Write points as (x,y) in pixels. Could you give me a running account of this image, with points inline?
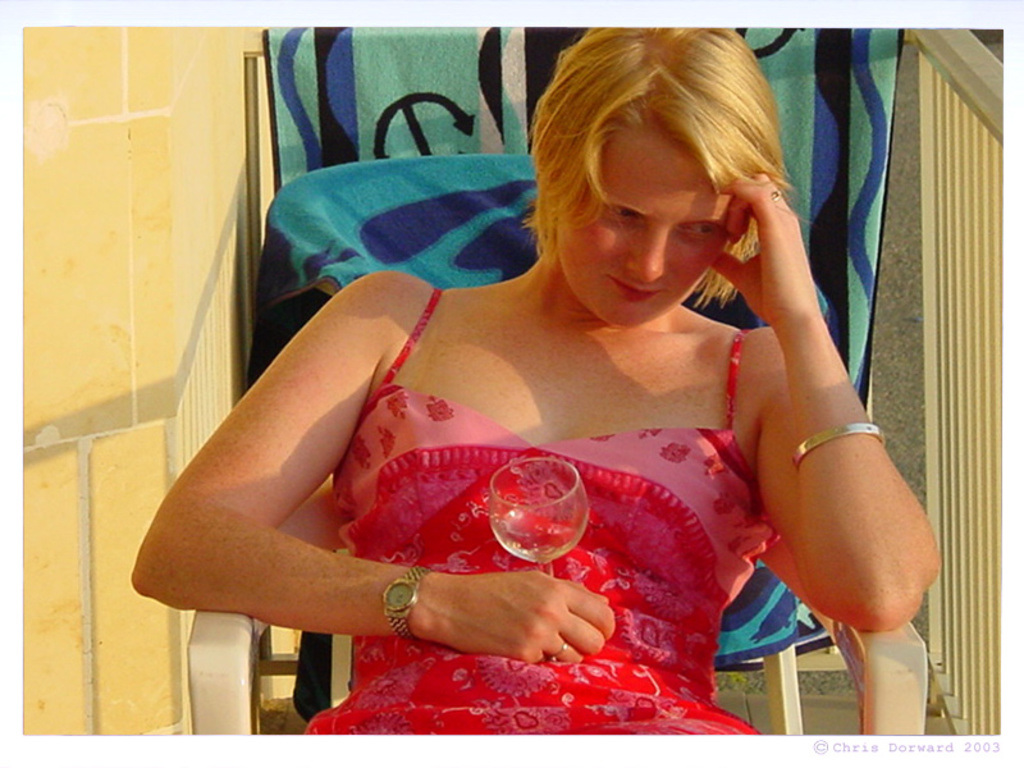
In the front of the image (557,616) I can see a person (431,310) is sitting on a chair (376,249). In the background of the image (943,120) there is a railing (929,116) and wall (62,119).
